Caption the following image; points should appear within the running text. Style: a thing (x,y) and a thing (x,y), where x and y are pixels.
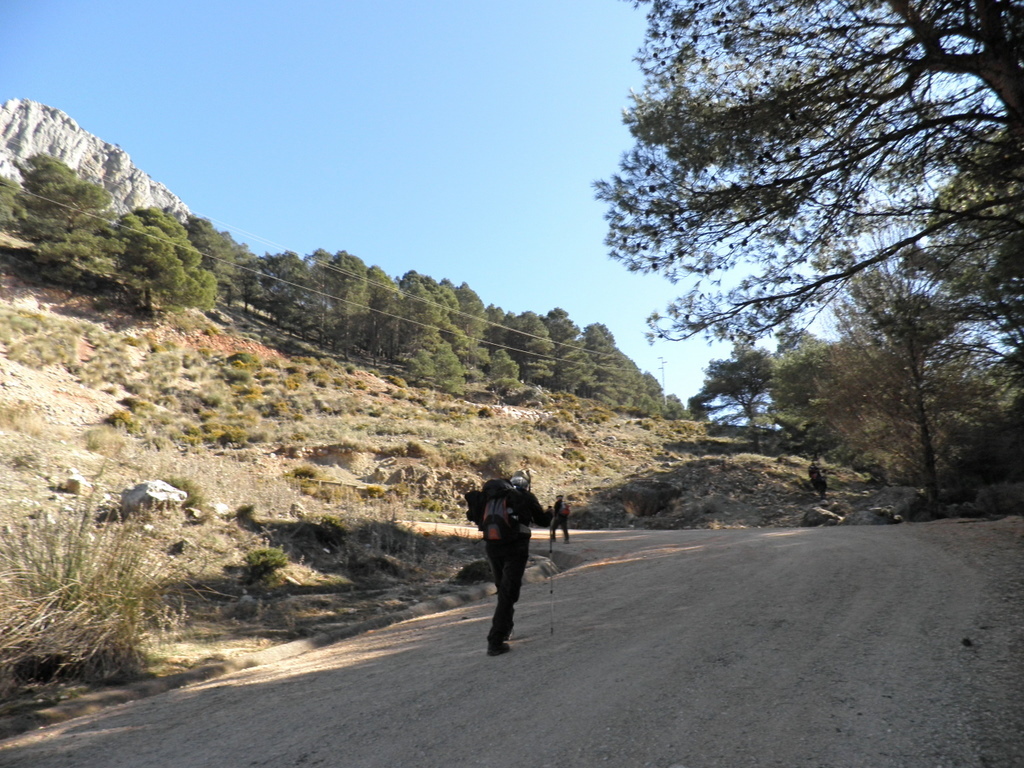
In this image there is a road (761,694) at the bottom (676,727). There are trees (985,238) on the right corner (867,284). There are rocks (511,412) and trees (192,298) on the left corner (182,283) and in the background (539,363). There is a person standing in the foreground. And there is sky (449,170) at the top (449,170).
